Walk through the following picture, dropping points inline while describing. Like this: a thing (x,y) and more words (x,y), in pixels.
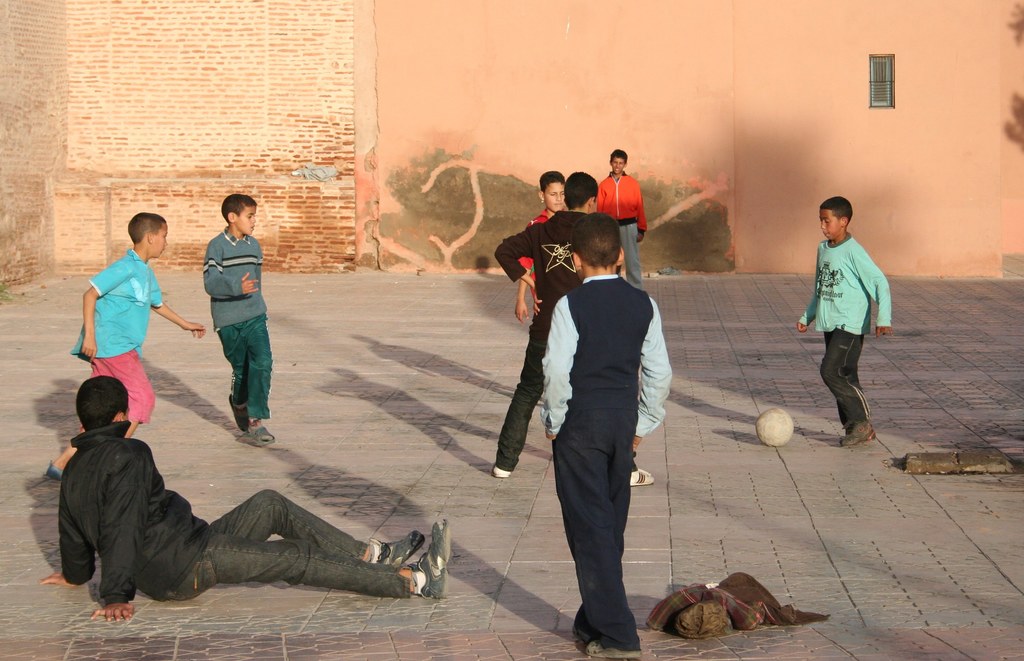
In this image I can see few kids (136,472) playing. I can see a ball (768,424). In the background (495,122) there is a wall (388,177). I can see a window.
